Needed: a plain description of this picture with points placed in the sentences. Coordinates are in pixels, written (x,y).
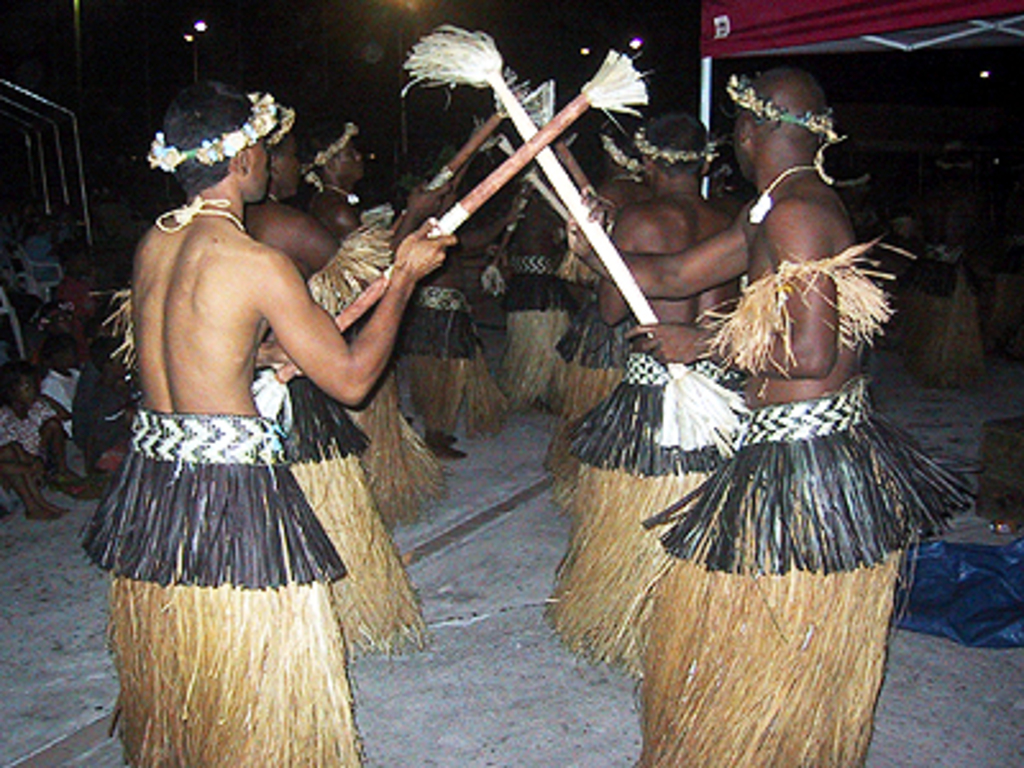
In this image we can see a group of people (690,468) standing on the floor (573,663) holding the sticks (711,385). We can also see some lights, poles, a tent (708,47) and some objects (979,583) on the floor (973,680). On the left side (118,397) we can see some chairs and a group of people (109,355) sitting.
